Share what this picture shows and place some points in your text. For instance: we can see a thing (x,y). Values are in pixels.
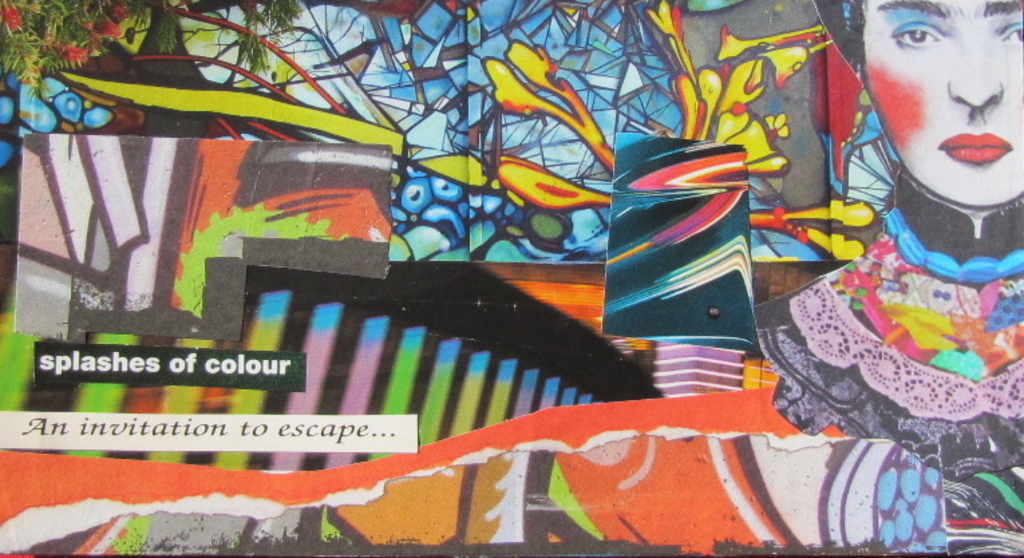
In this image I can see wall (356,182) and on it I can see graffiti (713,191). I can also see something is written over here.
